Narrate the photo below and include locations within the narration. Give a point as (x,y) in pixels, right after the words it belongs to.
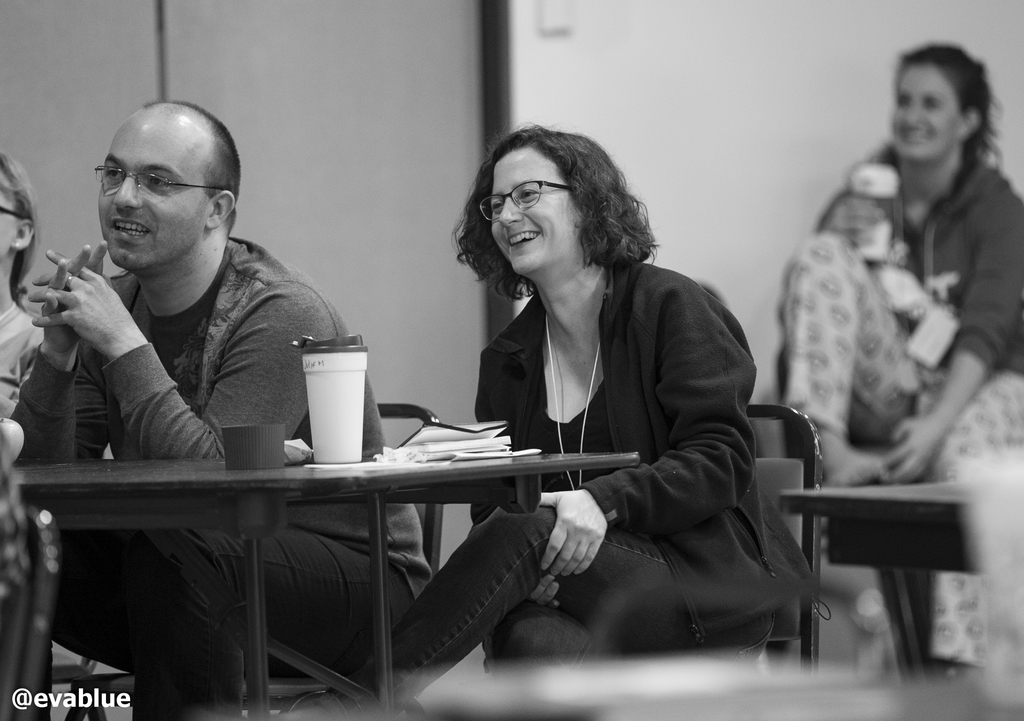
Here we can see a three persons (659,595) who are sitting on a chair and they are laughing.
